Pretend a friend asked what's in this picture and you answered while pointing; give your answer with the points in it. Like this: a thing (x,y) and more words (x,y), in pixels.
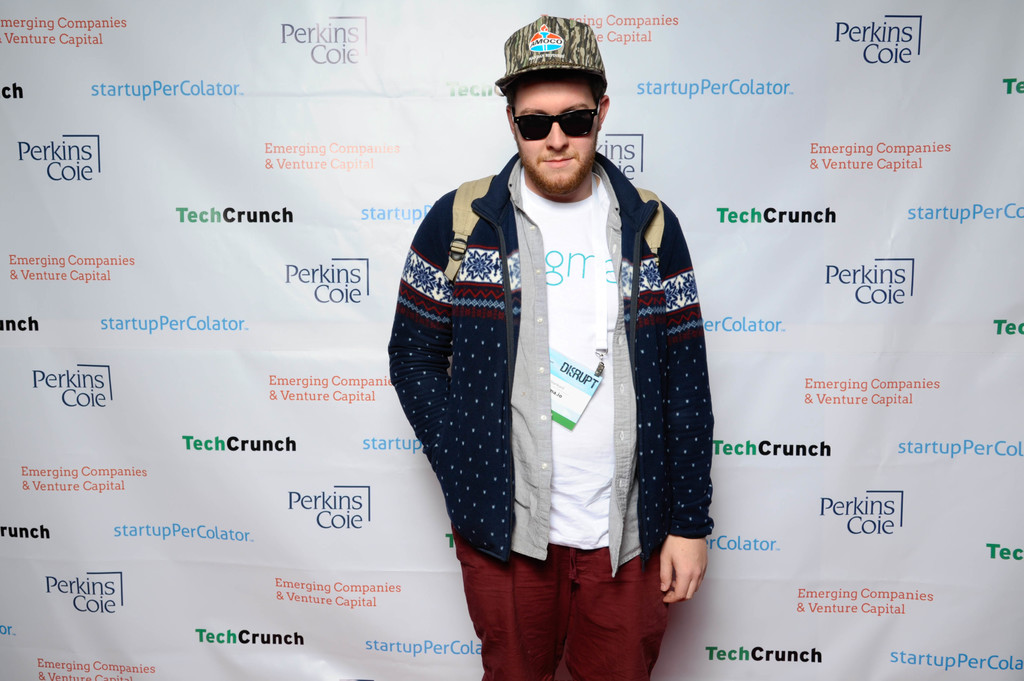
In this picture I can see a man (675,287) standing, he is wearing a cap (560,76) and sunglasses (579,111) and a backpack (479,188) and I can see a banner (39,268) in the back (191,126) with some text (451,93).
